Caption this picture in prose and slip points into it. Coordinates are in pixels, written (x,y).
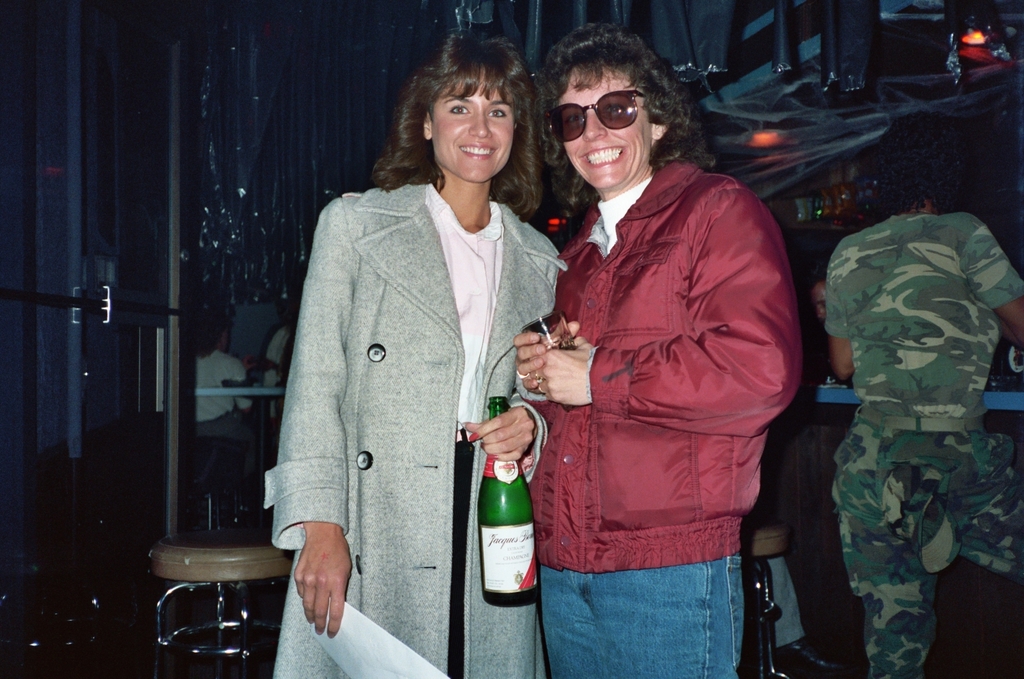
There are two ladies (470,310) standing. The lady (541,301) at the left side (328,500) is wearing a grey color jacket (418,371) and she is smiling. She is holding a green color bottle (495,497) in her hand (488,441). And the lady (649,417) with the red color jacket (652,351) is standing and she is smiling. She is keeping goggles (586,109). In to the right corner (941,384) there is a man (913,445) standing with the uniform (894,368).
